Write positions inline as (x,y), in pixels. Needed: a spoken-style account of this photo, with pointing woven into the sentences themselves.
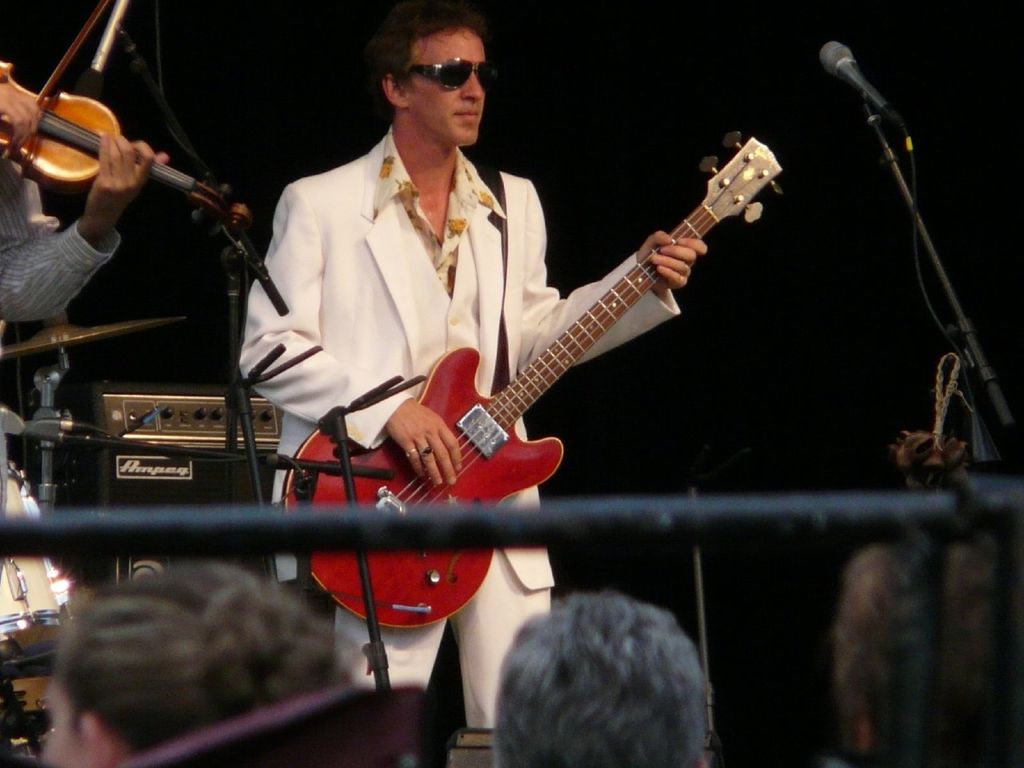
In this image I see 2 persons (354,624) and both of them are holding a musical instrument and they are also in front of the mic (105,30) and I can also see there are few people (976,750) over here. In the background (48,432) I see an equipment (9,589).
